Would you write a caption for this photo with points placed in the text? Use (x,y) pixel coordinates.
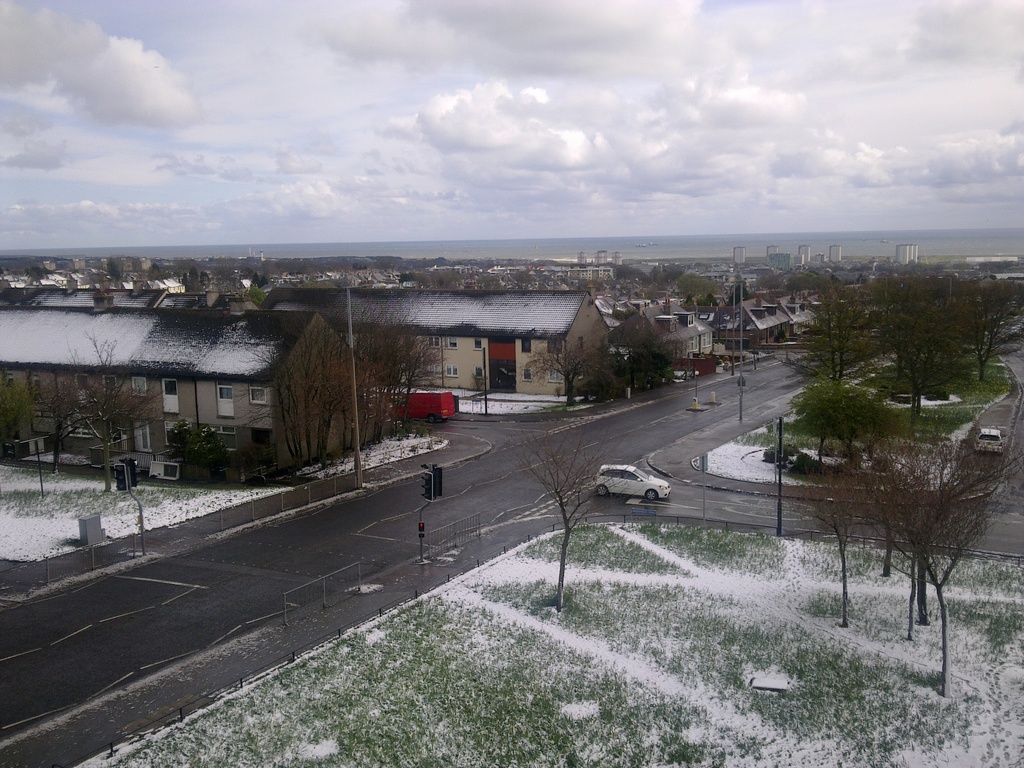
In this image there is the sky (486,130) towards the top of the image (408,147), there are clouds (601,100) in the sky (587,130), there are buildings (262,359), there are trees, there is road (226,559), there are poles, there are traffic lights (126,475), there are vehicles (638,472) on the road (647,463), there is grass (580,692) towards the bottom of the image (668,681), there is ice (701,680).
